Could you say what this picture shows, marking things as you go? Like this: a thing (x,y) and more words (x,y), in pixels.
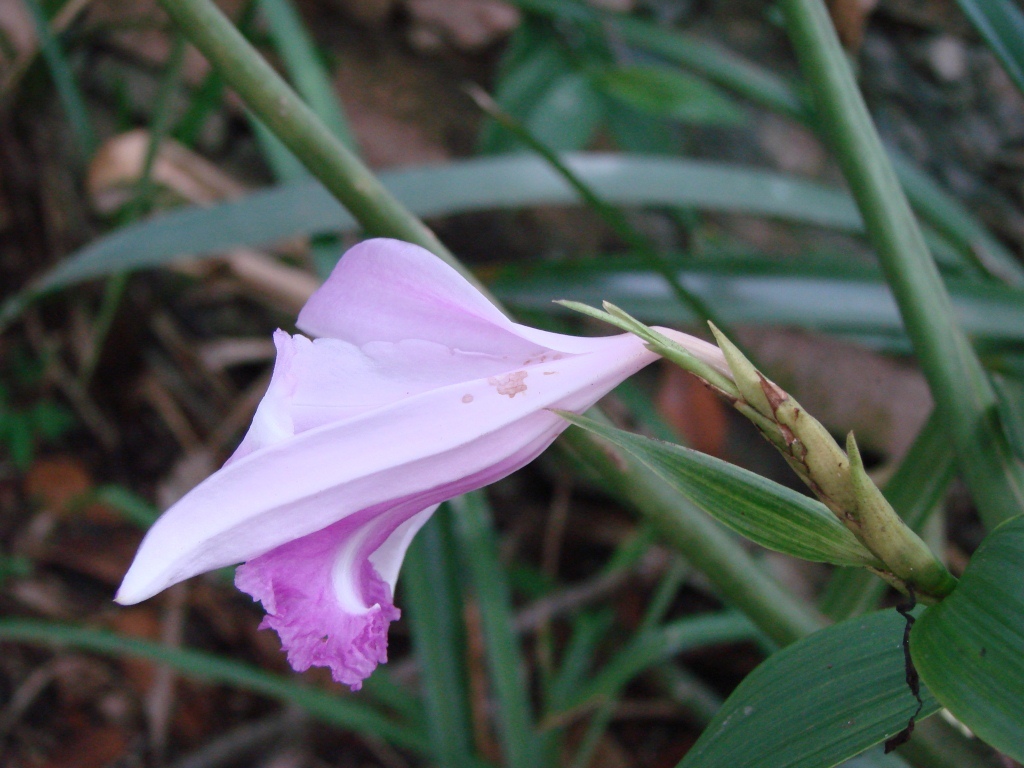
In the image there is a flower (485,463) to a plant (748,495) and there are many other plants (324,265) round that flower (287,578).
